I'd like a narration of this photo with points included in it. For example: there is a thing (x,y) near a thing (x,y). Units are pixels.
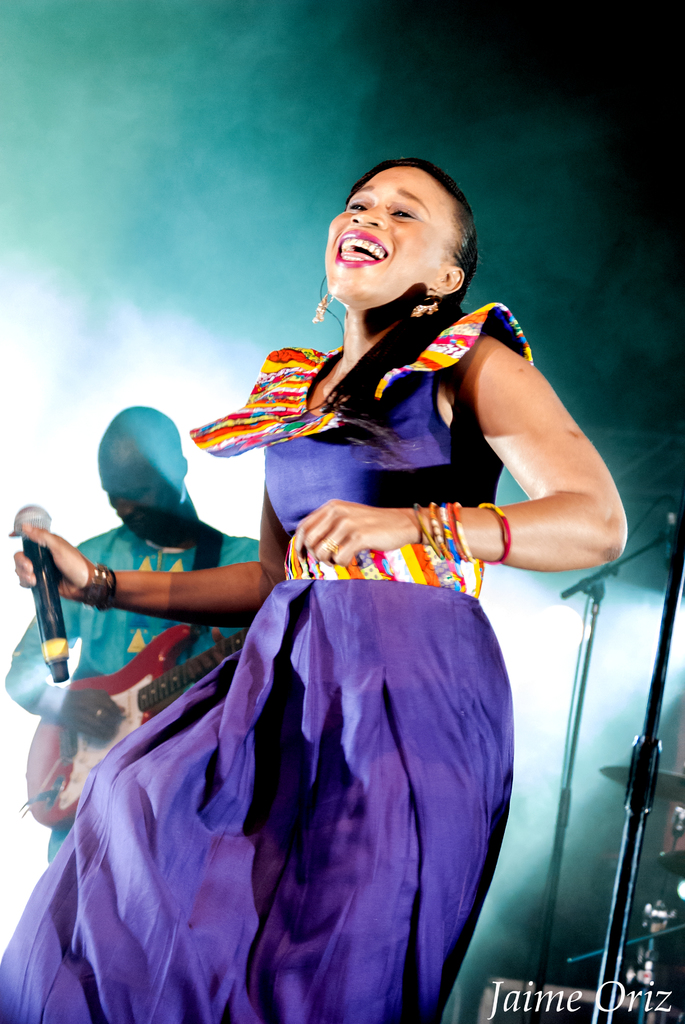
In this image I can see a woman (241,655) wearing purple color dress (241,655) is standing and holding a microphone (55,594) in her hand (57,537). I can see few metal rods (569,798), few musical instruments (684,857), a person (122,666) standing and holding a musical instrument (167,676) and the dark background (550,170).
